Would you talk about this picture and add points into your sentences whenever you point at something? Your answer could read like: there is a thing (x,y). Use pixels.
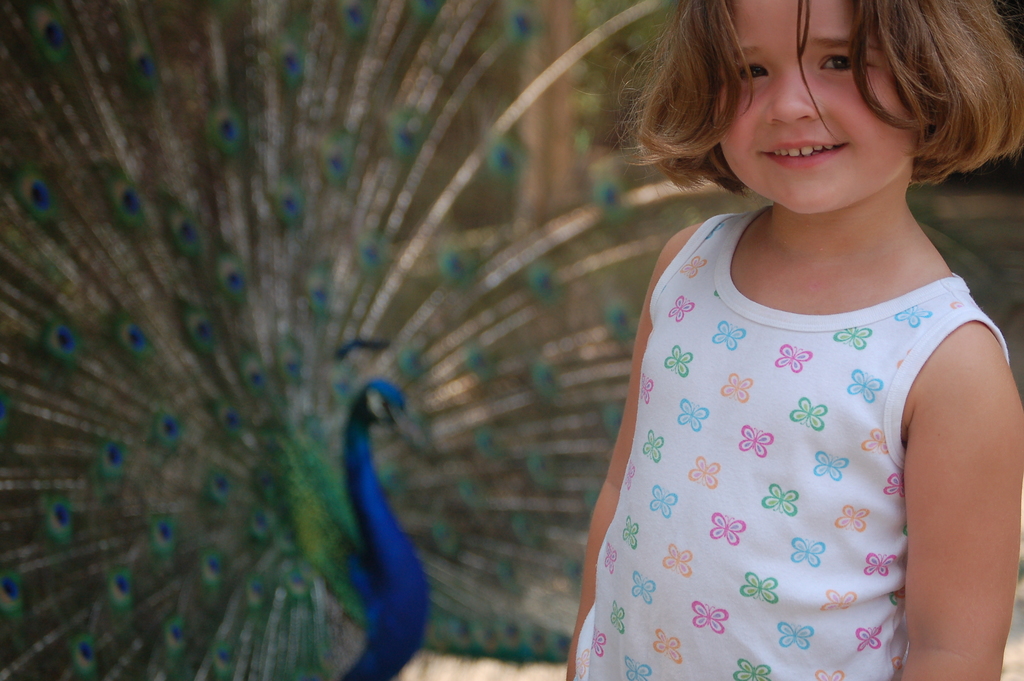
On the right side of the image (803,334) we can see a girl (823,342) standing and smiling. In the background (429,499) there is a peacock (429,486).
